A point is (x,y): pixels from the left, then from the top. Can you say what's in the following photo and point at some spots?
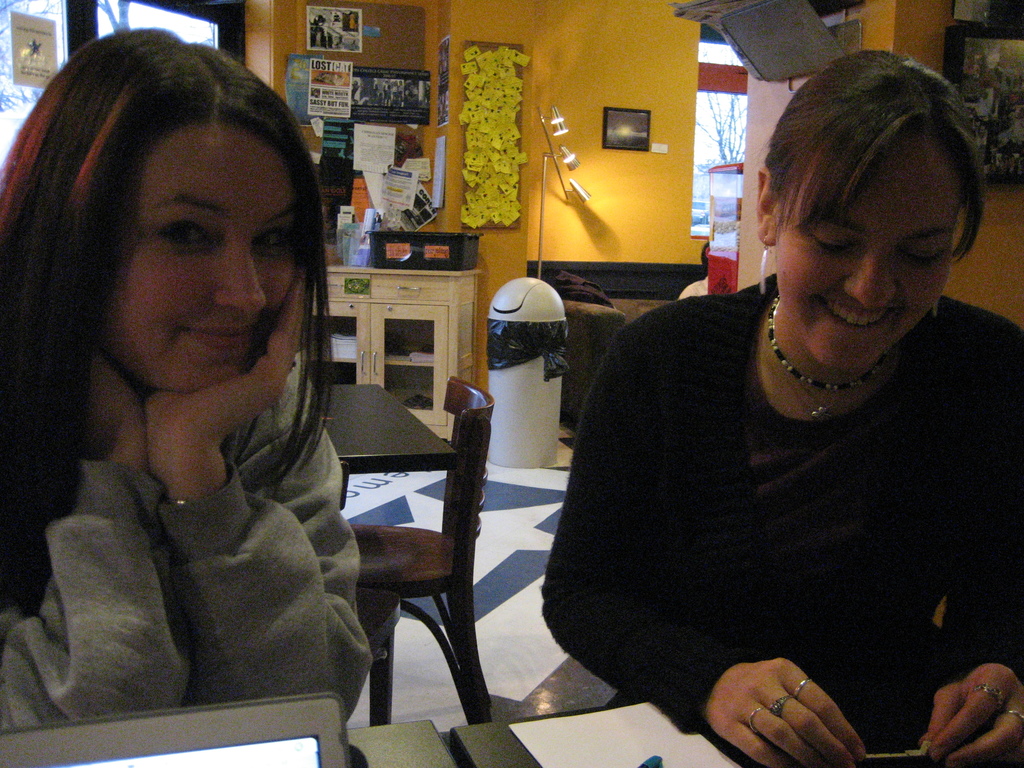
In the image we can see two persons (634,622) were sitting on the chair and they were smiling. In front (289,745) there is a laptop (326,753) and paper (591,734). In the background (671,71) there is a wall (656,102), notice board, table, box (392,234), dustbin (561,310), window (714,157) etc.
